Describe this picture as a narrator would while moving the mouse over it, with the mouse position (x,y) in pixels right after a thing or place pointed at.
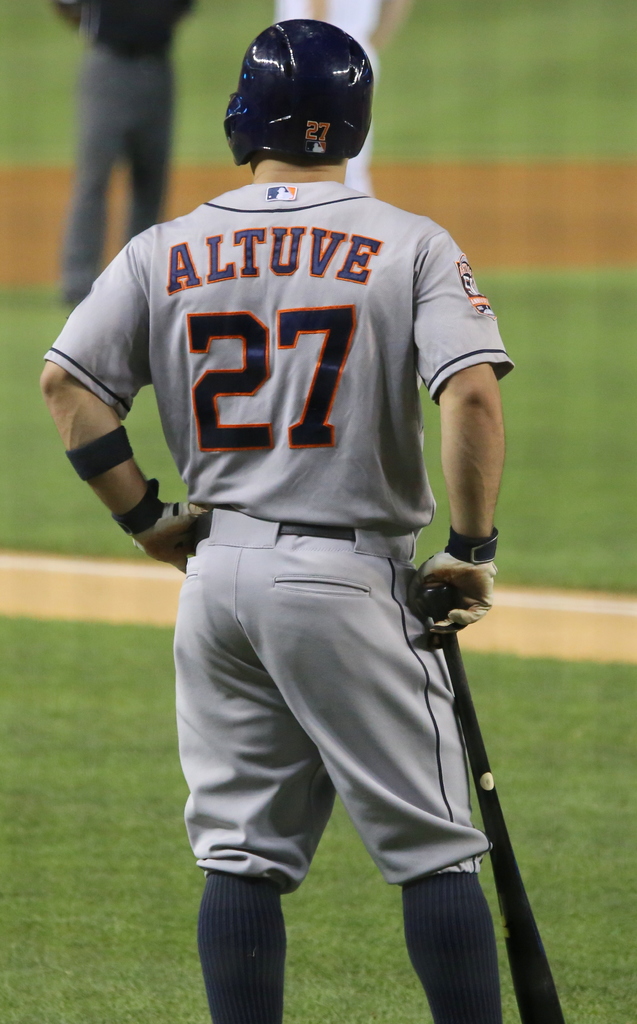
In this image, there are a few people (272,161). Among them, we can see a person (408,691) holding an object (457,642). We can see the ground (129,842). We can see some grass (104,547).
